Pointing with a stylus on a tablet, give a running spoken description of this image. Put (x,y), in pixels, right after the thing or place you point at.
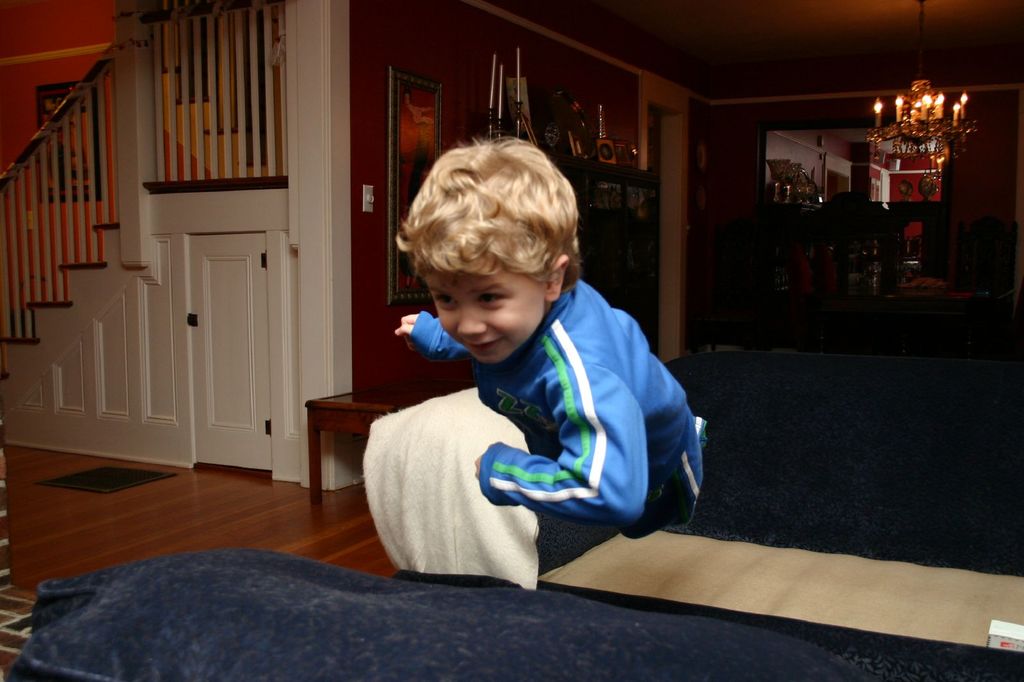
In this picture we can see a boy (546,405) and couch (928,515). we have shelf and there is a lighting lamp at back (652,291) side this is a complete room (577,72) a boy (630,477) is jumping over the couch (941,676).
